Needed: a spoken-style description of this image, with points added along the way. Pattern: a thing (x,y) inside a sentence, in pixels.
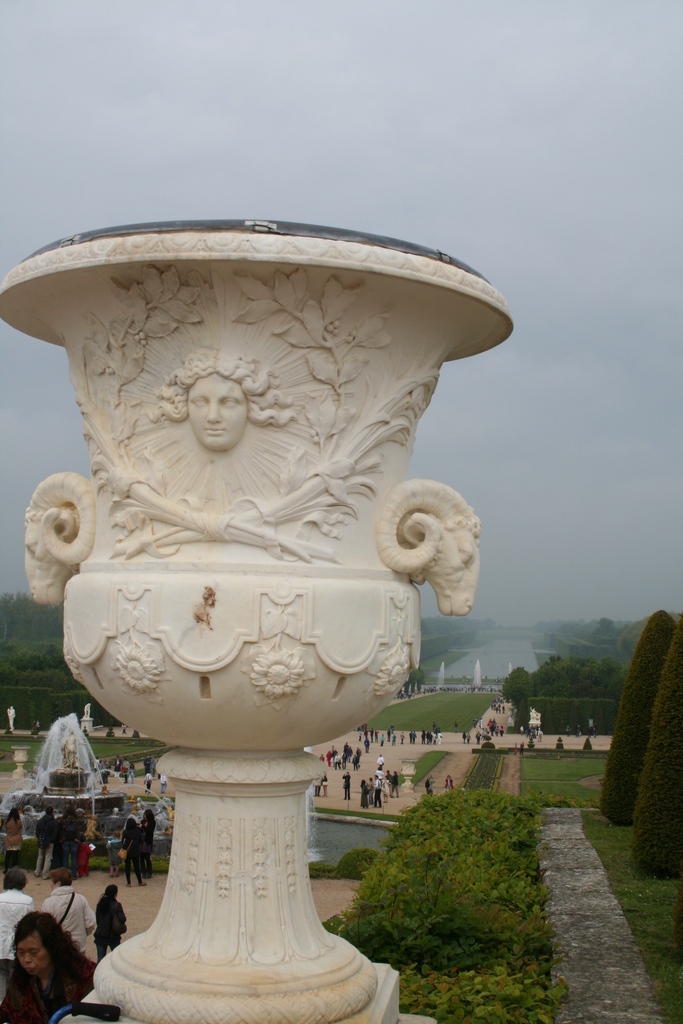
In this image there is sculpture (225,870) in the background (434,742) there are people (430,732) standing and there are fountains (27,783), trees (668,802) and the sky (558,212).
